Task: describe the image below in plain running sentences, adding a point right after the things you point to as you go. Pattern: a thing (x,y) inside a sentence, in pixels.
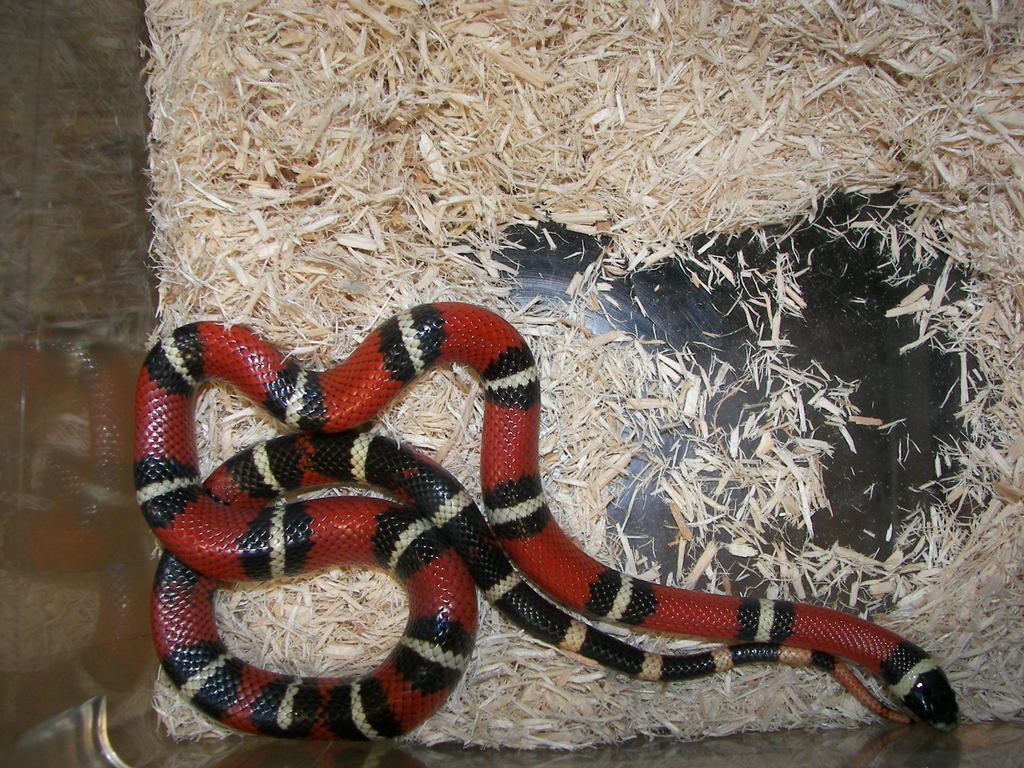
In the picture we can see a snake (569,630) which is corner to the wall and it is red, white, black colors on it and under it we can see wood scrap (628,196).
